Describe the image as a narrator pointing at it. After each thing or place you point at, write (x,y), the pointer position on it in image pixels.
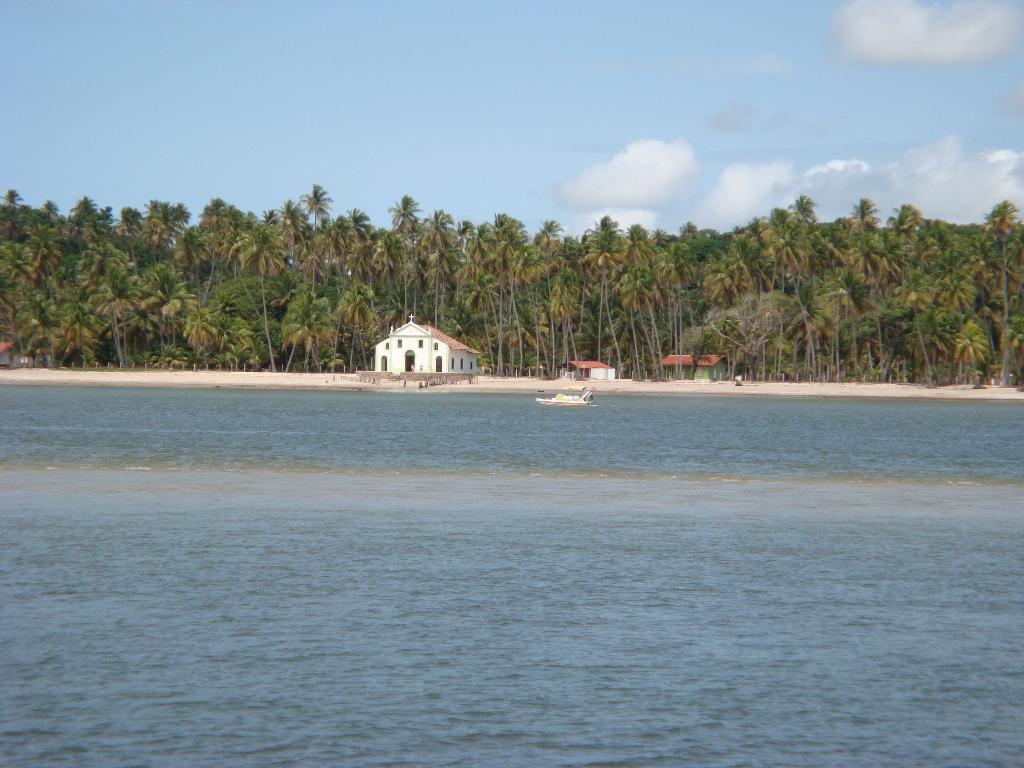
In this image we can see a river (480,481), on the other side of the river (401,448) we can see houses (471,349) and trees (478,285).
